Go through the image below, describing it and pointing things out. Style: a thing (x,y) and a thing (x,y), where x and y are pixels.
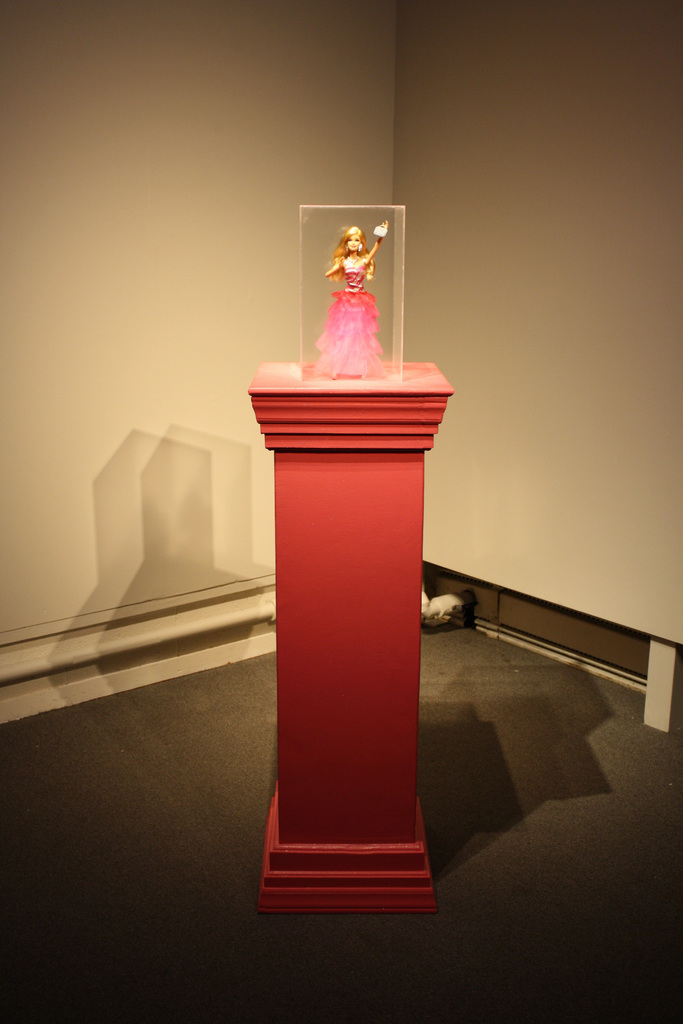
This is an inside view of a room (226,617). In the middle of the image (333,484) there is a red color pole (363,578) on which there is a glass box (325,226). Inside the glass box (321,239), I can see a Barbie (348,277). In the background (642,133), I can see the wall (165,208).
